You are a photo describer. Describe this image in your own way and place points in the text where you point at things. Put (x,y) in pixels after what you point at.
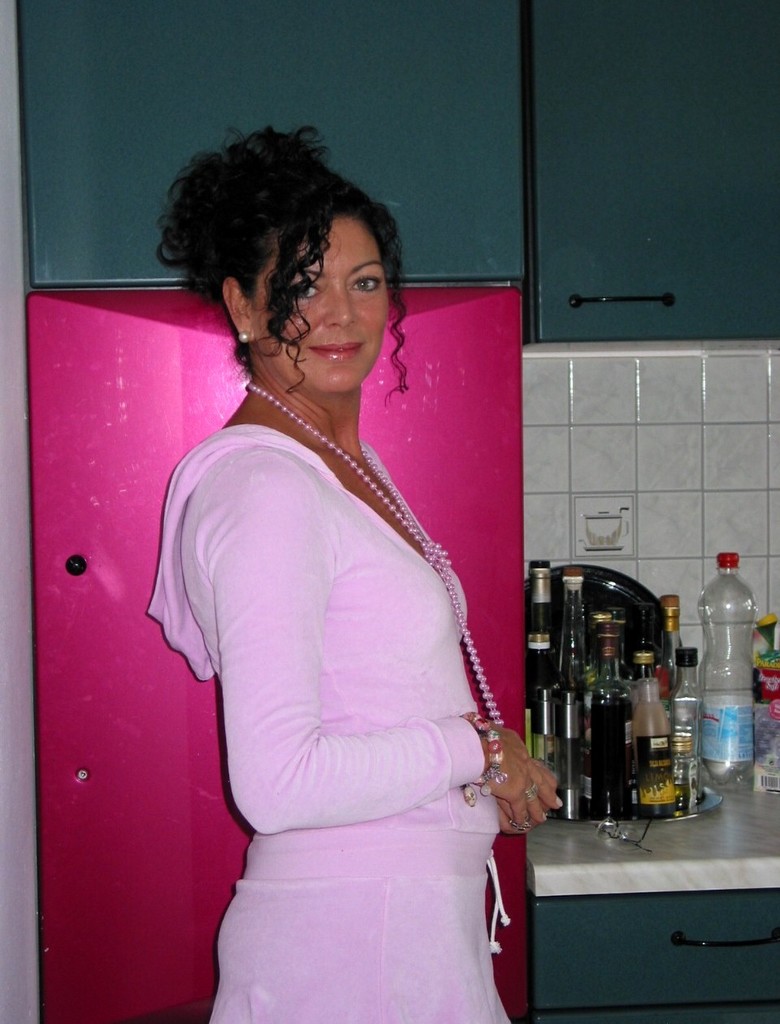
In this image I can see a woman (326,650) is standing. The woman (317,610) is wearing a necklace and some other ornaments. On the right side (706,848) I can see a table (699,866) which has some bottles (699,726) and other objects (765,679) on it. In the background (717,898) I can see a cupboard (620,320) and pink color object (104,576).
